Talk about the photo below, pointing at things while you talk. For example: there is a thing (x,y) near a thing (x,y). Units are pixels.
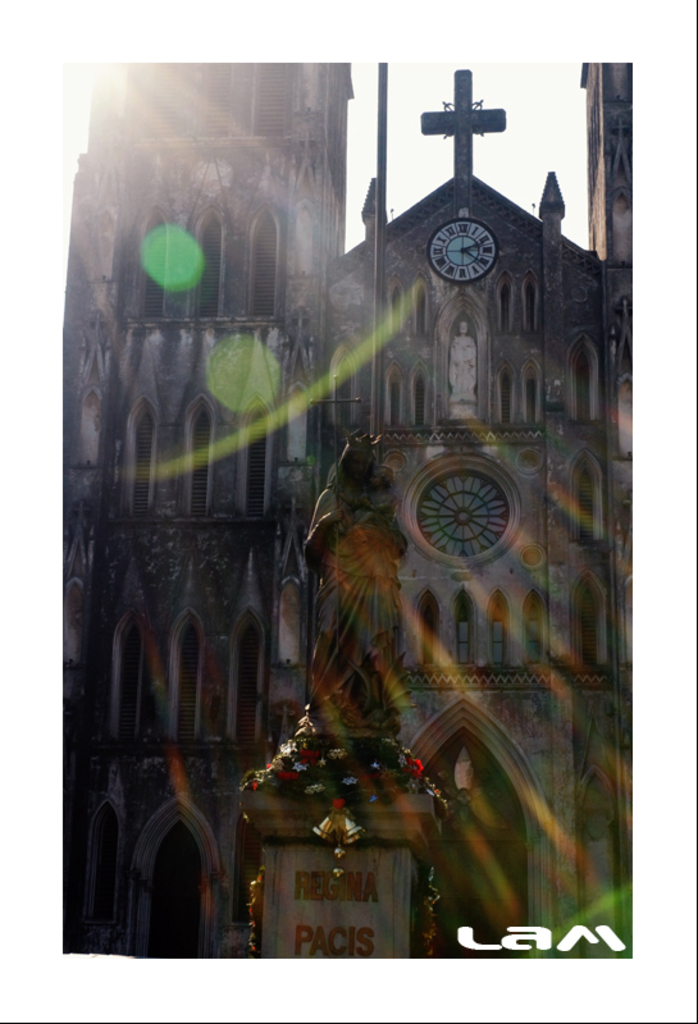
In this image I can see a sculpture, few decorations (333,804), a building (579,273), a clock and here I can see something is written.
